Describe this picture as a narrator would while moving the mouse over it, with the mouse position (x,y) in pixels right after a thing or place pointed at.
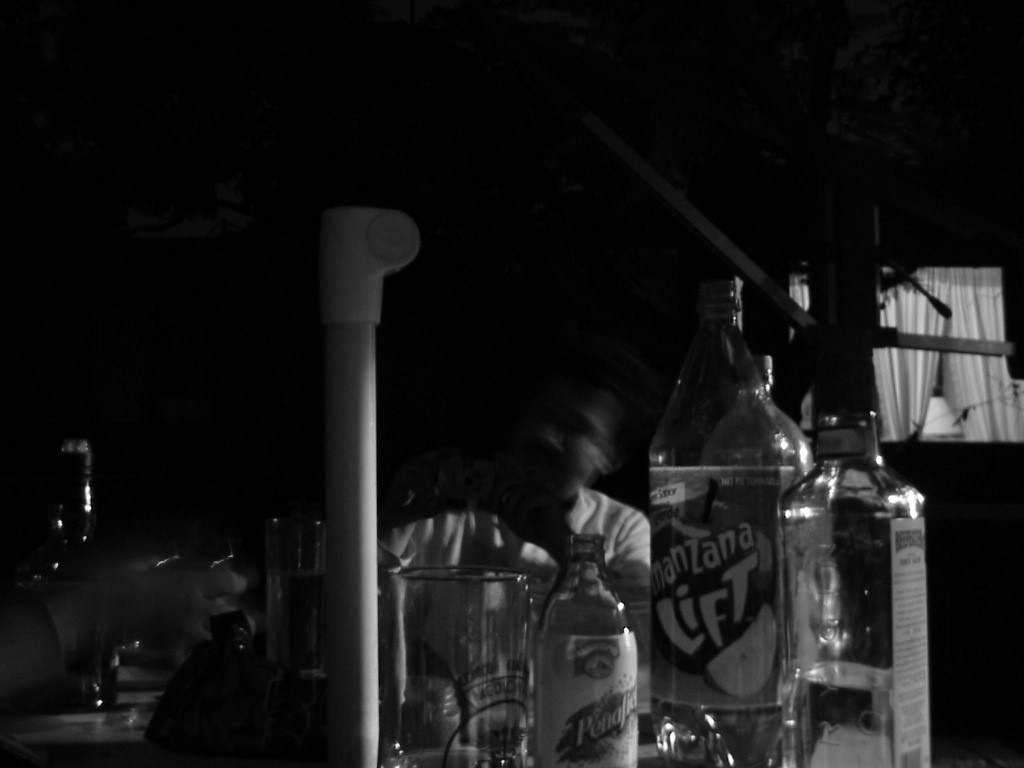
This is a black and white image. In the foreground of the picture (792,634) there are many glass bottles (694,634) on a stand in the center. In the center of the image (557,500) there is a person (518,485) sitting. On the top right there is a white curtain (932,355). Background (37,117) is dark.
